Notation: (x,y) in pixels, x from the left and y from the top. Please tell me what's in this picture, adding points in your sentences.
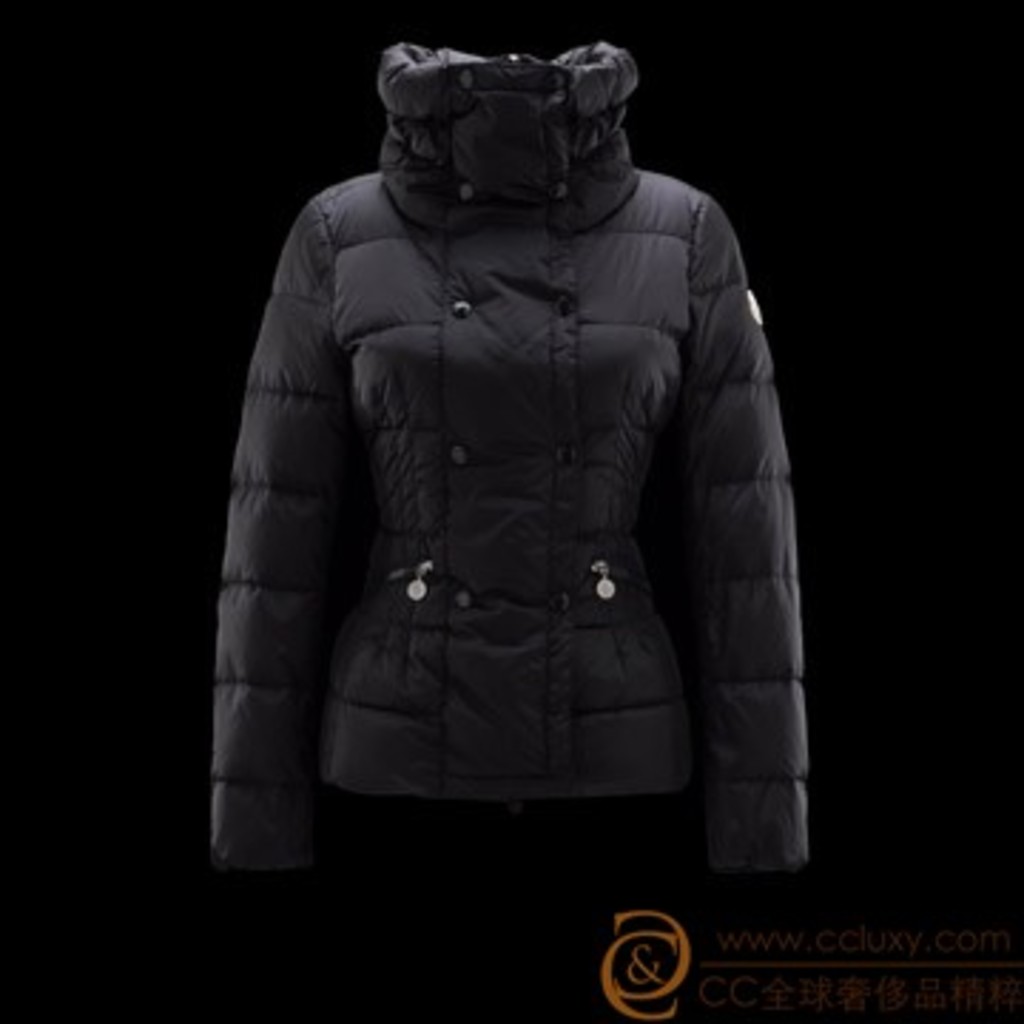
In this image I can see the black color jacket (631,548) and the background (956,453) is in black color.
